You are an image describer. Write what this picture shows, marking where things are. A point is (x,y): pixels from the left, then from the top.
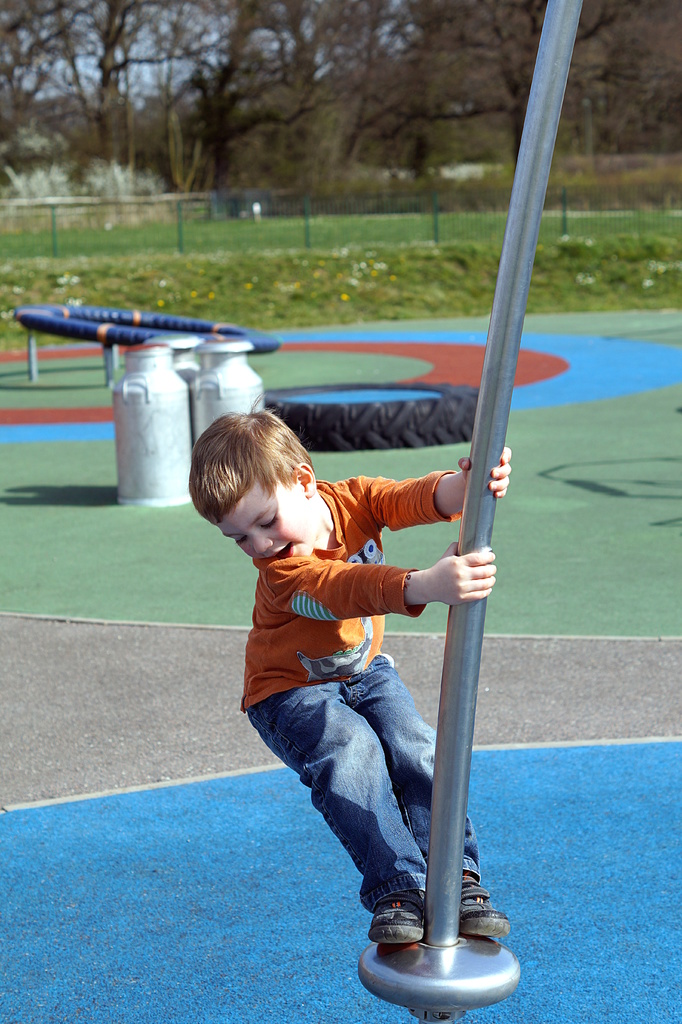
This is the boy (365,839) standing on the pole (456,957). He wore T-shirt (307,667), trouser (361,798) and shoes (389,916). I can see three cans (155,388) and a tire (392,383) are placed on the floor (268,386). This looks like a trampoline (112,336). I can see a fence (283,219). Here is the grass (120,226). These are the trees (385,115).
